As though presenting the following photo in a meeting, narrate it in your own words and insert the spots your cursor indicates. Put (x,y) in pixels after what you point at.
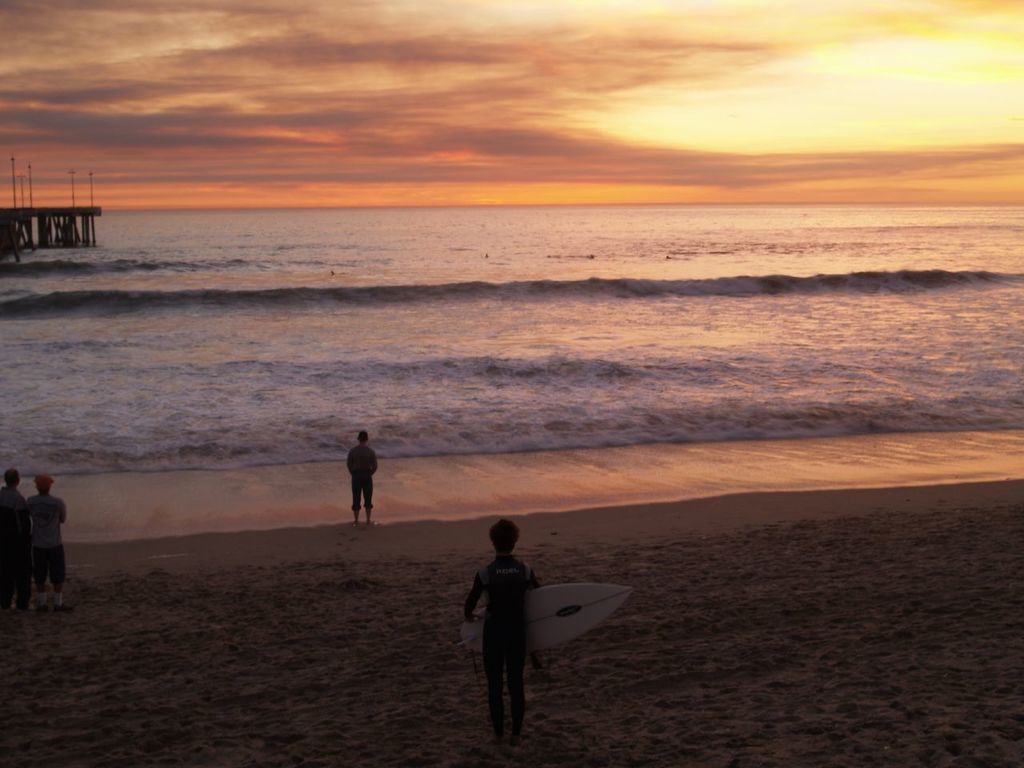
In this picture the sky (343,105) is full of clouds (573,125) and the Sun (893,128) is setting down and there is an ocean (264,290) with a pier (58,228) situated in it and there are four persons (46,545) in which one person (363,469) is standing at shoreline (447,494) and the two persons (56,532) are standing at the left corner (29,545) and the fourth person (492,609) is holding a Surfboard (565,605).
